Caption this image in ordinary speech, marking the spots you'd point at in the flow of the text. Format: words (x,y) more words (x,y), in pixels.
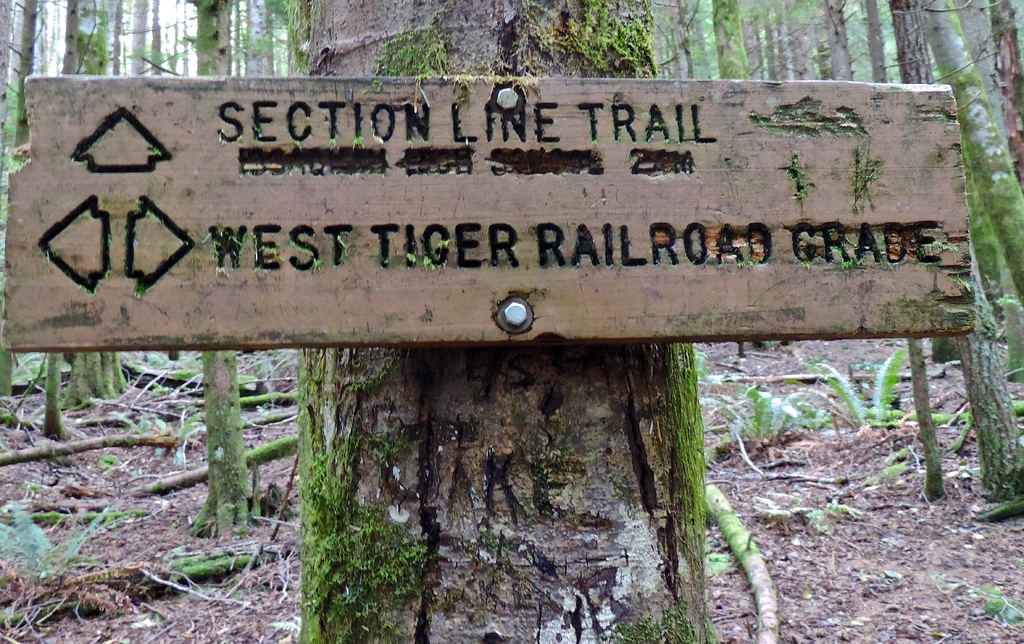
In the picture, there is a wooden trail sign (630,238) attached to the tree trunk (464,424) and in the background (798,30) there are many tall trees (919,45).
